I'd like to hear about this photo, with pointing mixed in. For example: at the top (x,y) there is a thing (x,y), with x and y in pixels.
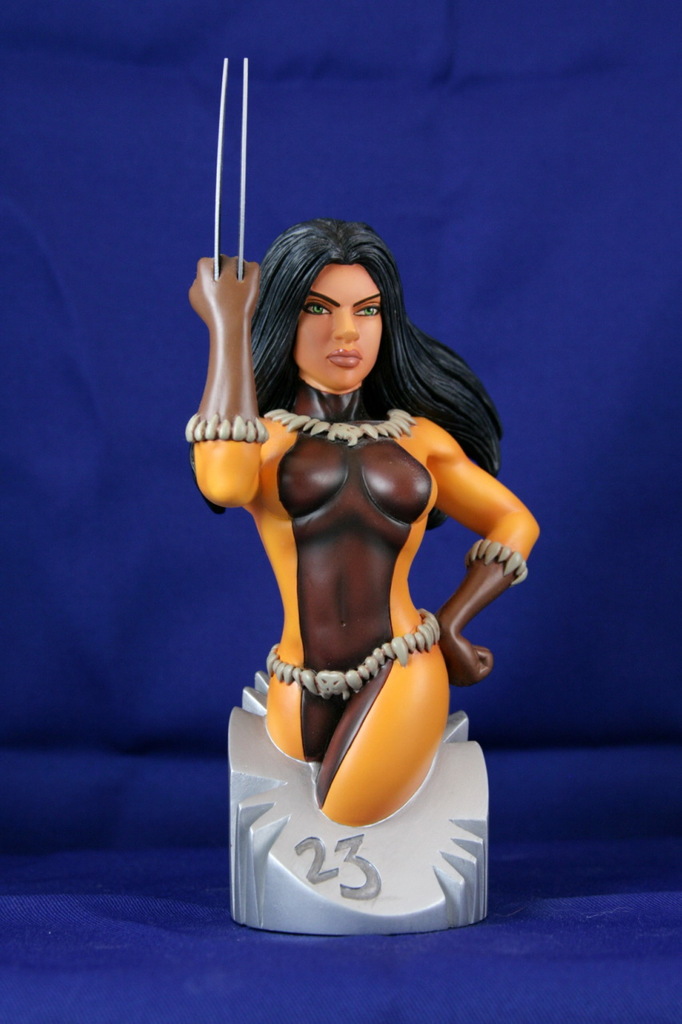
In this picture we can see a toy (351,652) on a platform (299,840) and in the background (620,818) we can see it is blue color.
